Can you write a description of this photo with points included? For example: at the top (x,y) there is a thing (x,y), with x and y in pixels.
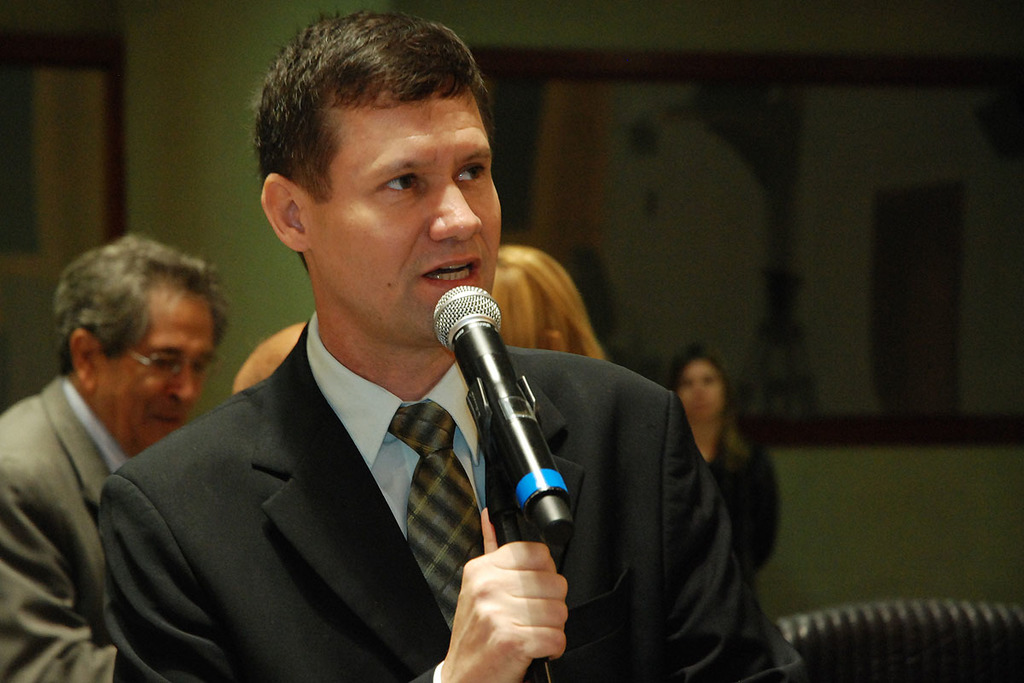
In this Image I see a man (428,45) who is holding a mic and I can also see he is wearing a suit (551,380). In the background (751,485) I see few people (55,538).
